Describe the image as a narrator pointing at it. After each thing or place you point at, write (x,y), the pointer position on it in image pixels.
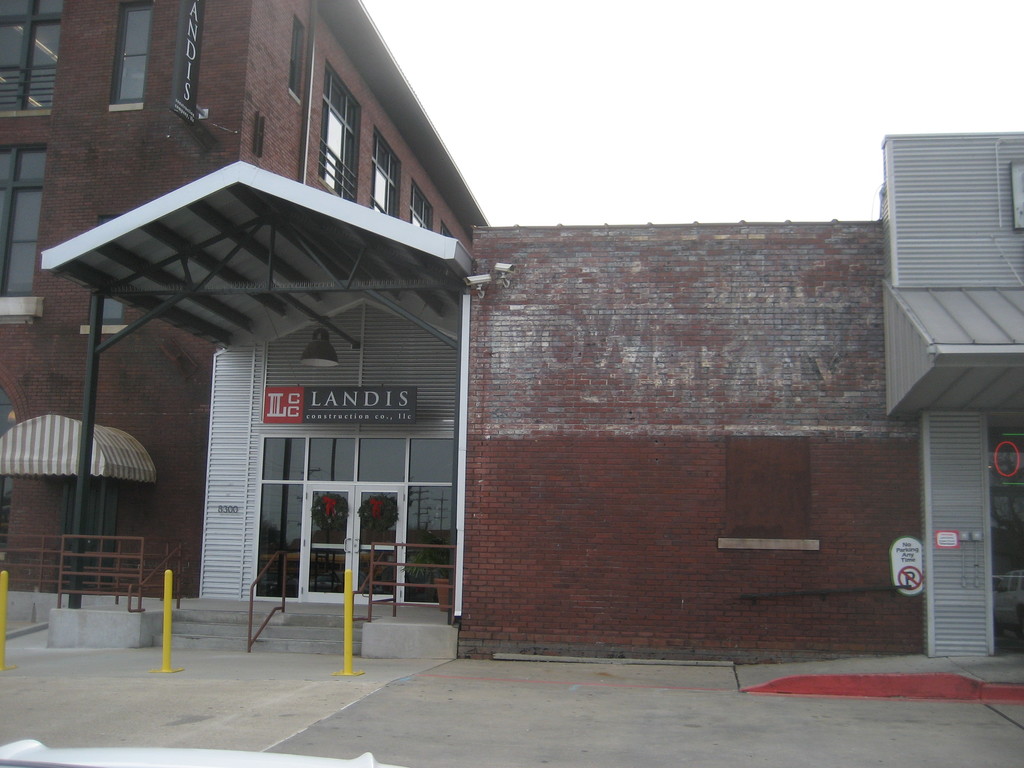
In this image we can see building (372,348). In front of the building (365,431) glass door (313,554), railing (250,650), stairs (244,637) and poles (348,643) are there. The sky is in white color.
